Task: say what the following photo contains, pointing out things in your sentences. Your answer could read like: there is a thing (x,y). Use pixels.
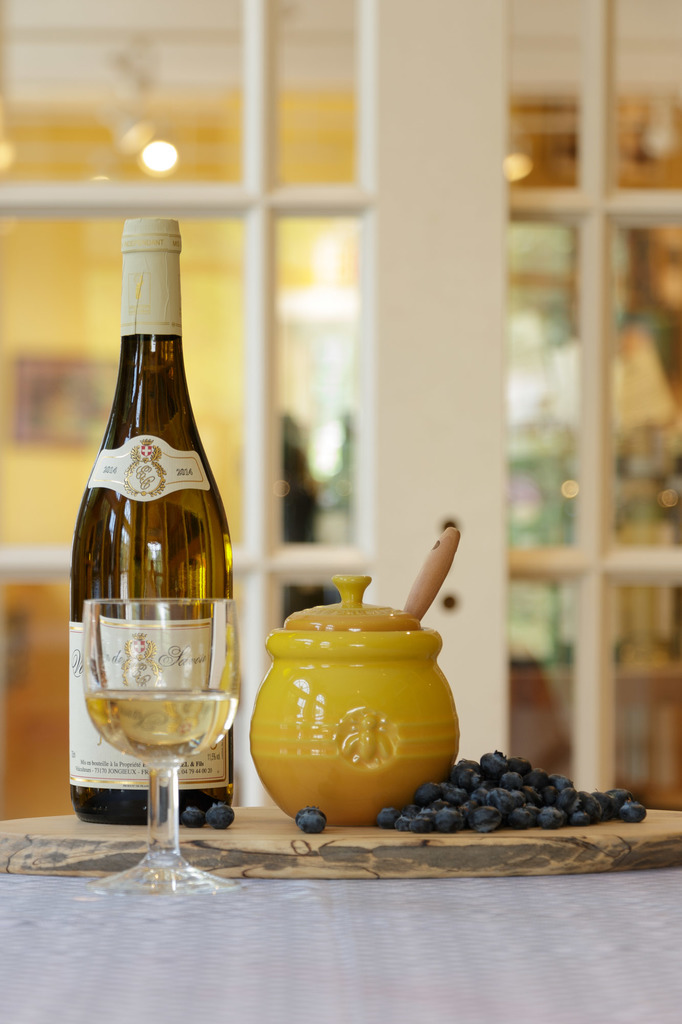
In this image we can see a alcohol bottle (159,566) and we can see a glass of drink (204,648), on the right side (508,784) there are some fruits (476,806) and bowl (409,772), in the background (347,403) we can see a glass (340,393) and also we can see a light (172,158) here.
